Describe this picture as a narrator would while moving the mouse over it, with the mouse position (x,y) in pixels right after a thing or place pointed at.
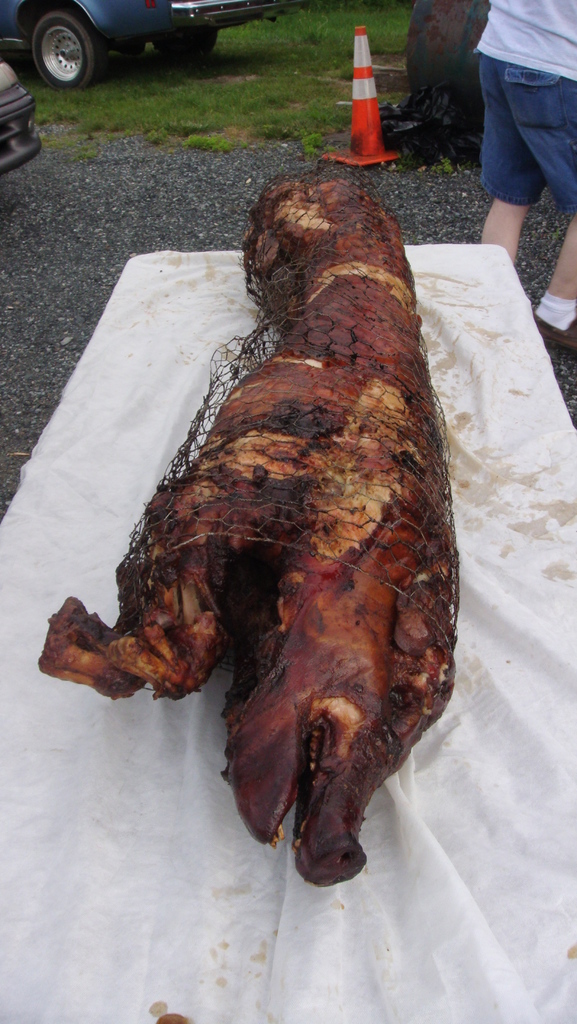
In the image there is a roasted pig (347,628) on a table (485,308) with a person (515,94) standing on the right side (520,222) and in the back (305,60) there is a vehicle (189,15) on the grassland (349,44) with a traffic cone (376,103) on it.
